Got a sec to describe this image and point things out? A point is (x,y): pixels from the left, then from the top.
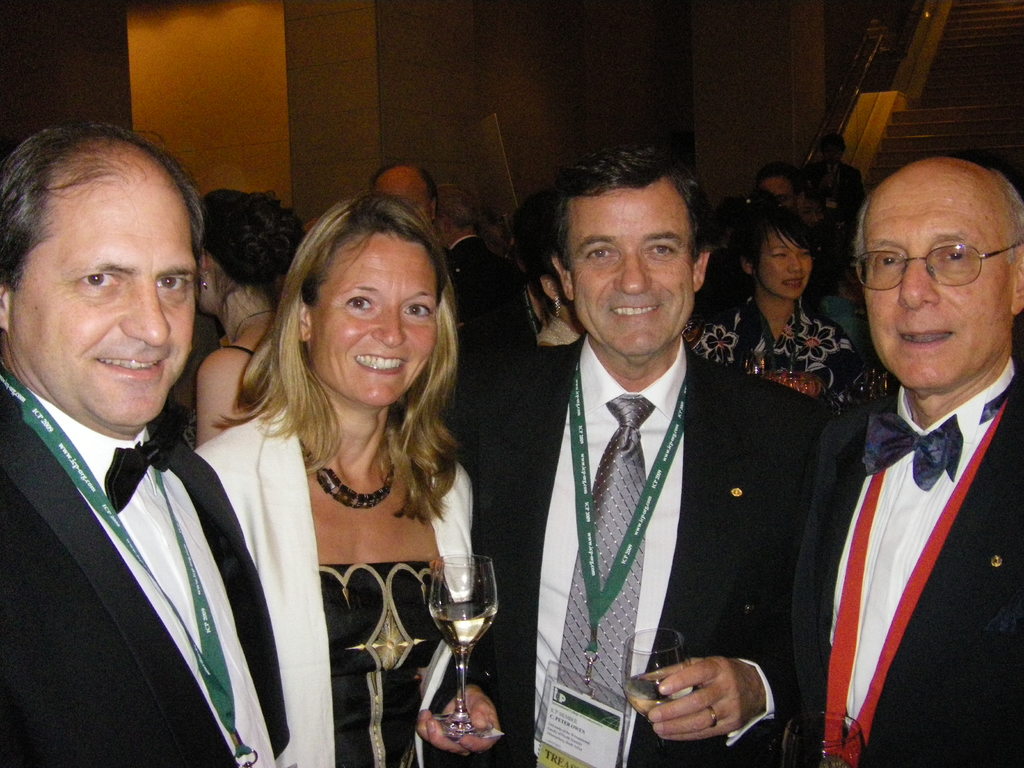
In this image, we can see people (301,516) standing and smiling and some of them are holding glasses (457,626) in their hands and some are wearing id cards (212,649). In the background (940,95), we can see stairs (940,95) and some other people (766,178) standing and there is a wall (725,77).
